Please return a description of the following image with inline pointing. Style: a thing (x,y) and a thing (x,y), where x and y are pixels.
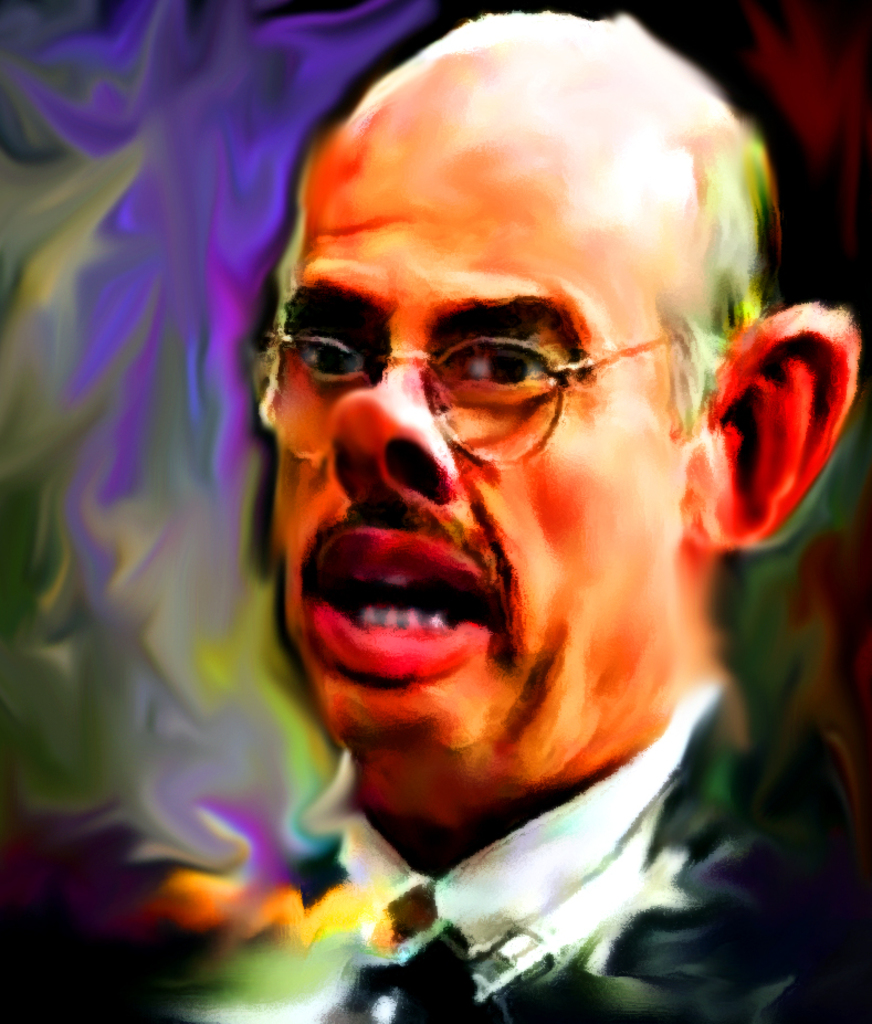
This is a painting. In this picture we can see the head (386,178) of a man (327,561) wearing a spectacle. We can see the colorful background (781,55).
